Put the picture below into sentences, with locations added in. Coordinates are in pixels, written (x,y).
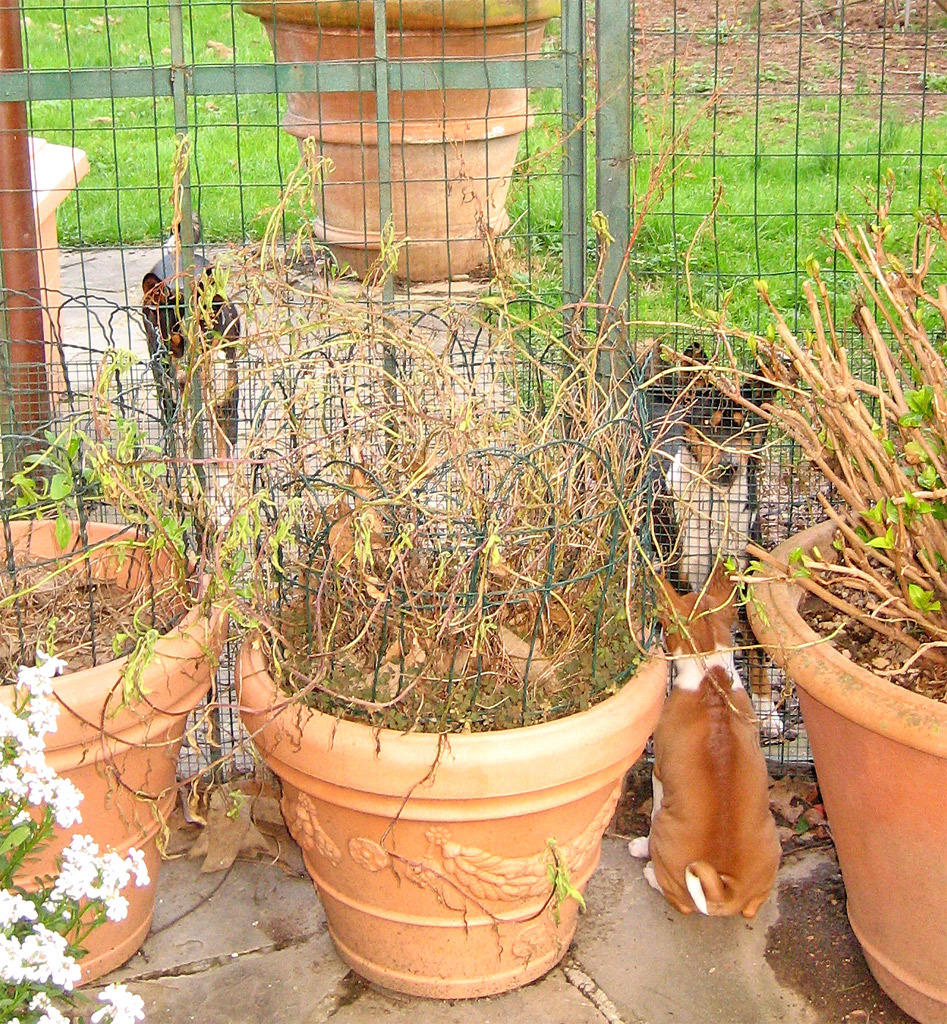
In this picture i can see some dogs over here and one on the left side (231,433) and this are some plants (513,508) and this are grass (874,178).
